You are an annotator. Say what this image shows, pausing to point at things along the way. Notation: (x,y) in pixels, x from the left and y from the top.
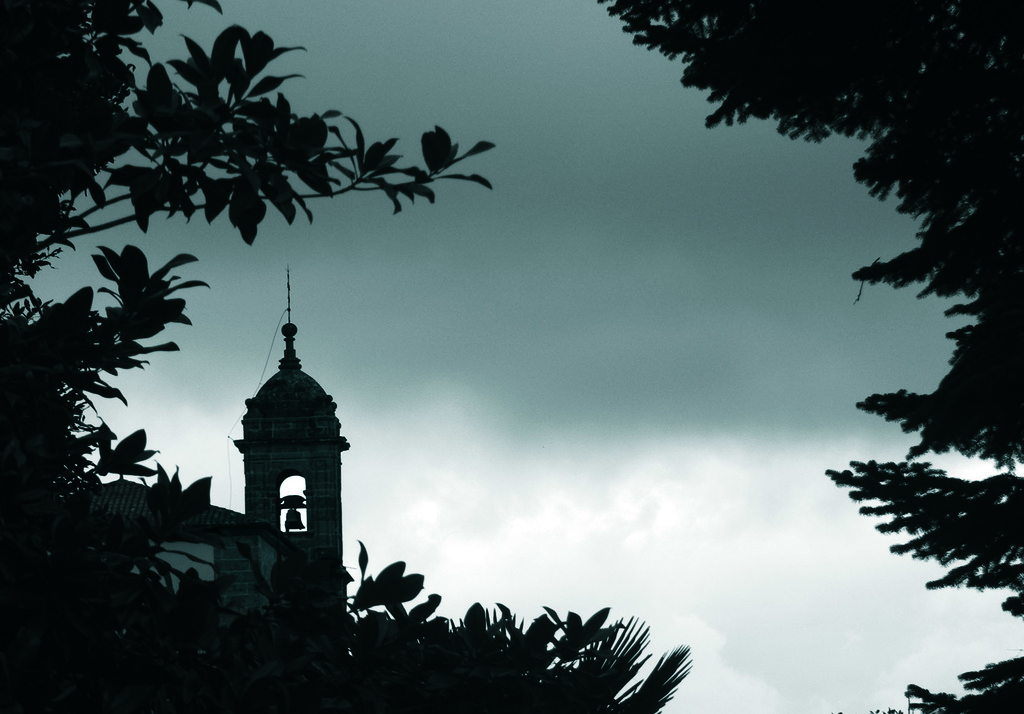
In this image there is a building (248,479). On the left (78,442) and right side of the image (999,411) there are trees (1004,665). In the background (593,449) there is the sky (601,420).
